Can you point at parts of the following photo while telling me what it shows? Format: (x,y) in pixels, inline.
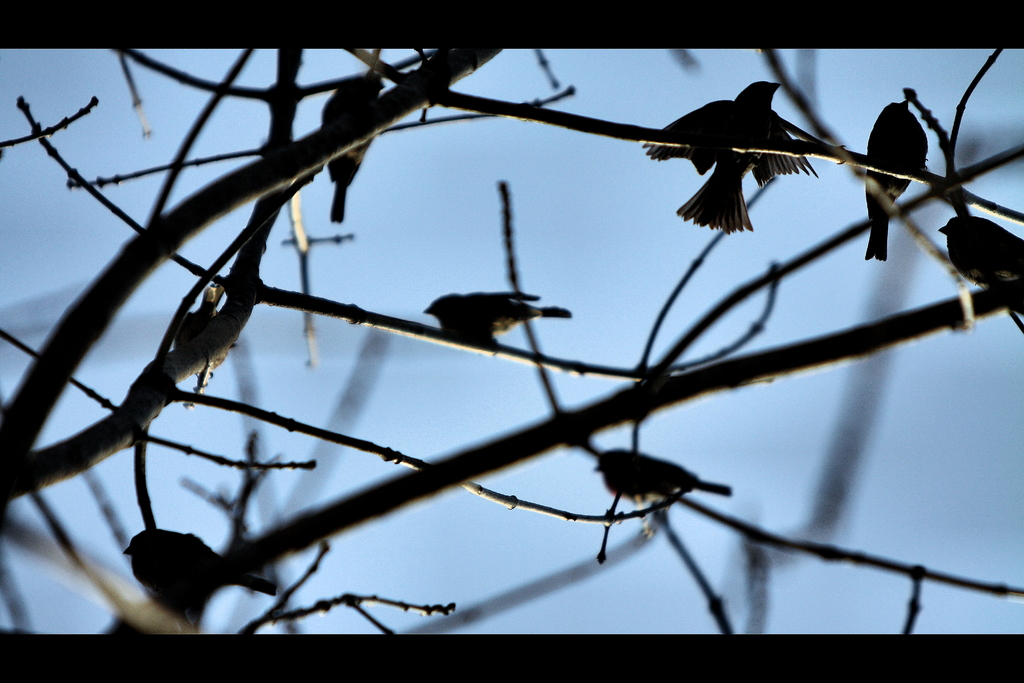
In this image we can see some birds (672,471) which are on the tree stems (711,377).
